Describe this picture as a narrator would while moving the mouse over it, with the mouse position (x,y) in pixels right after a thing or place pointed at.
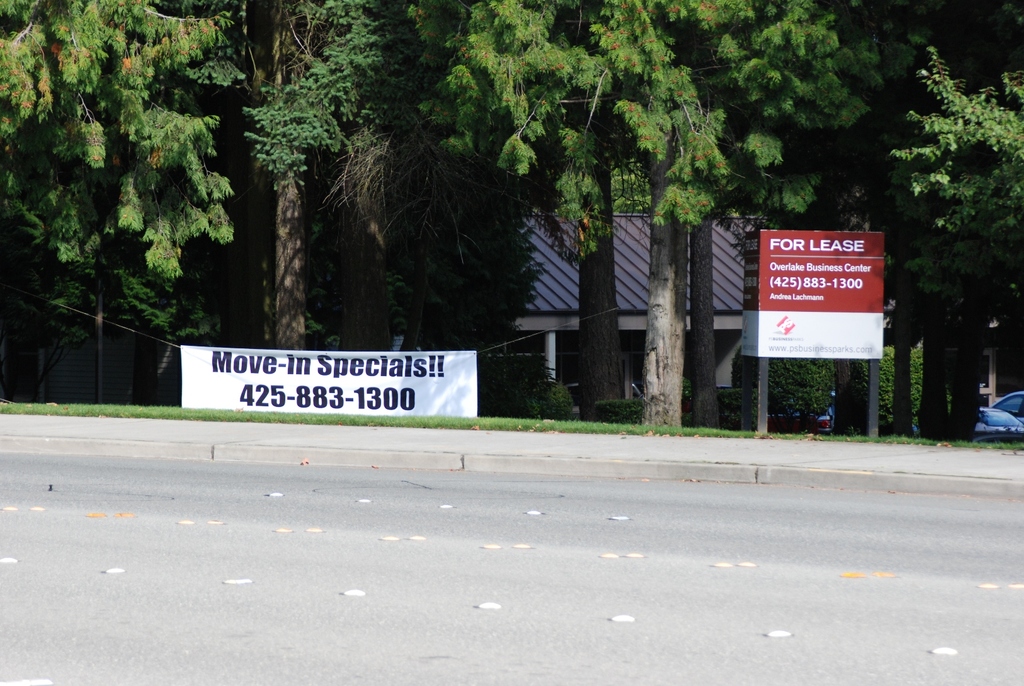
In this picture we can see the road (385,525), banner (383,413), grass (311,414), trees (648,193), houses (553,274), vehicles (1019,406), posters (780,343) on a stand (868,392).
